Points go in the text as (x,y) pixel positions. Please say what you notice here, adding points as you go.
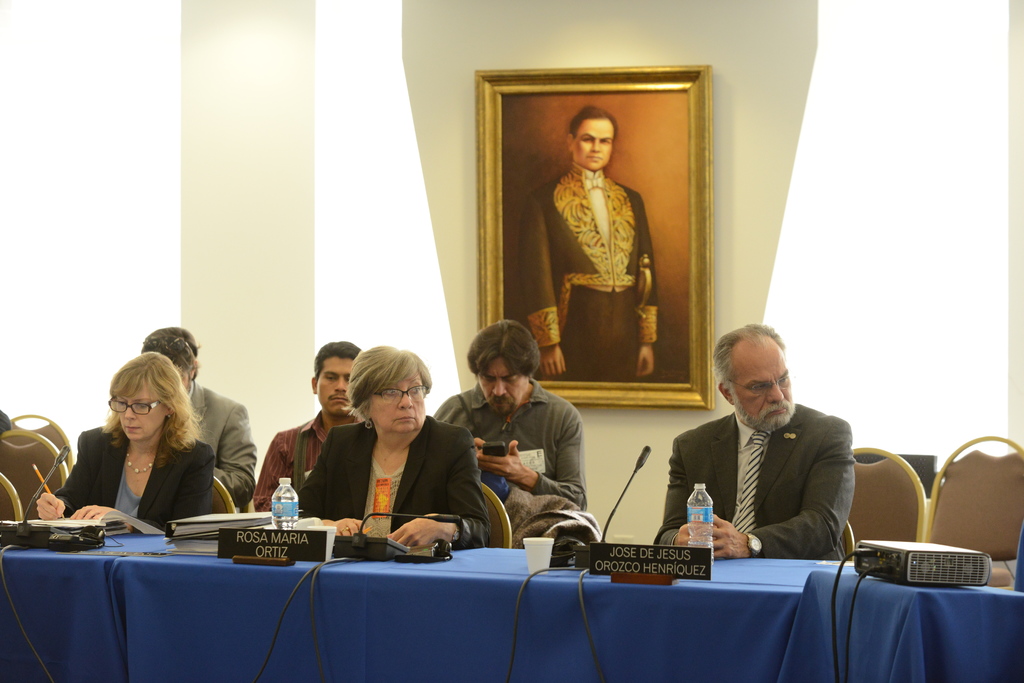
This is a picture taken in a room (78,434), there are a group of people (299,426) sitting on a chair (889,502) in front of this people (782,476) there is a table (427,583) covered with a blue cloth (421,615) on the table (411,594) there are cup (542,557), name board (635,558), bottle (706,510), file (211,543) and microphone (620,502). Background of this people (763,516) is a wall (714,216) with photo frame (615,226).
